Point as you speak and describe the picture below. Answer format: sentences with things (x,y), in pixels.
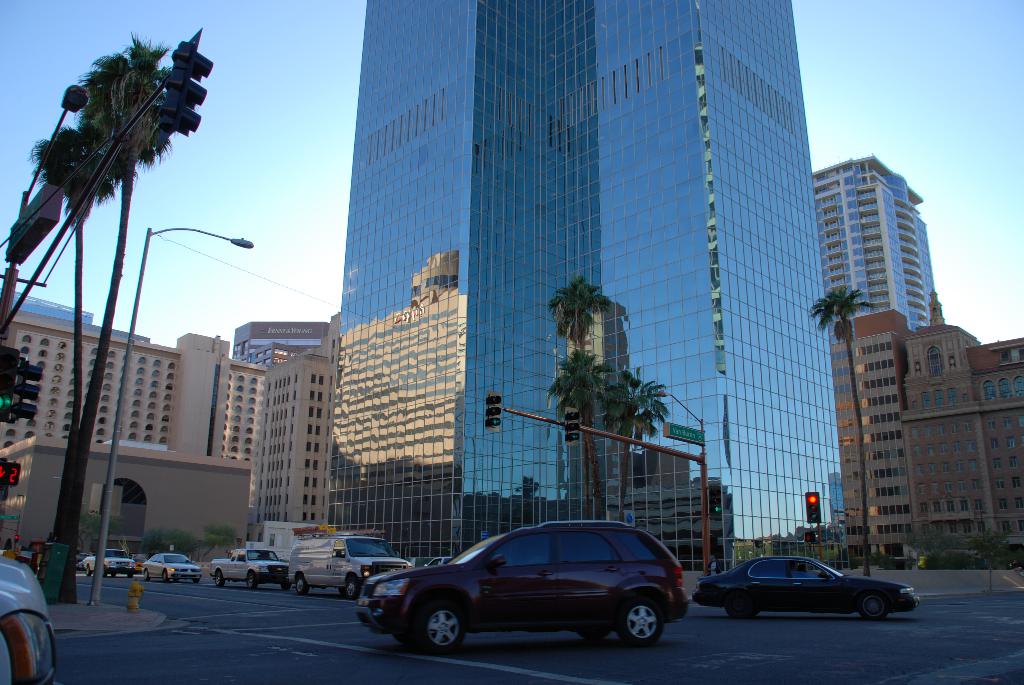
This image consists of buildings (876,477) and a skyscraper (537,355). At the bottom (298,667), there is a road (569,678). On which there are many vehicles (640,609). On the left (77,355), there is a tree (97,135) along with signal poles (101,164). At the top (902,46), there is sky (955,119).
